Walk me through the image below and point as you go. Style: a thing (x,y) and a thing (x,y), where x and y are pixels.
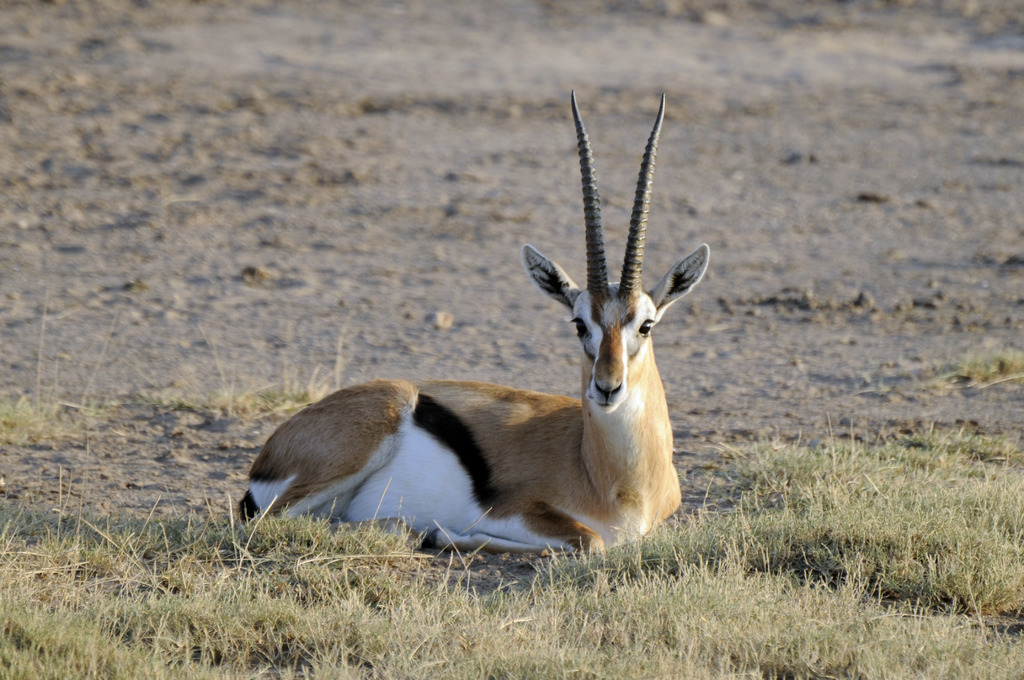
In this image we can see a deer (444,483) is sitting on the land (287,546). Bottom of the image (351,581) grassy land (722,621) is there. Background of the image (180,206) land (171,197) with soil (858,253) is present.
